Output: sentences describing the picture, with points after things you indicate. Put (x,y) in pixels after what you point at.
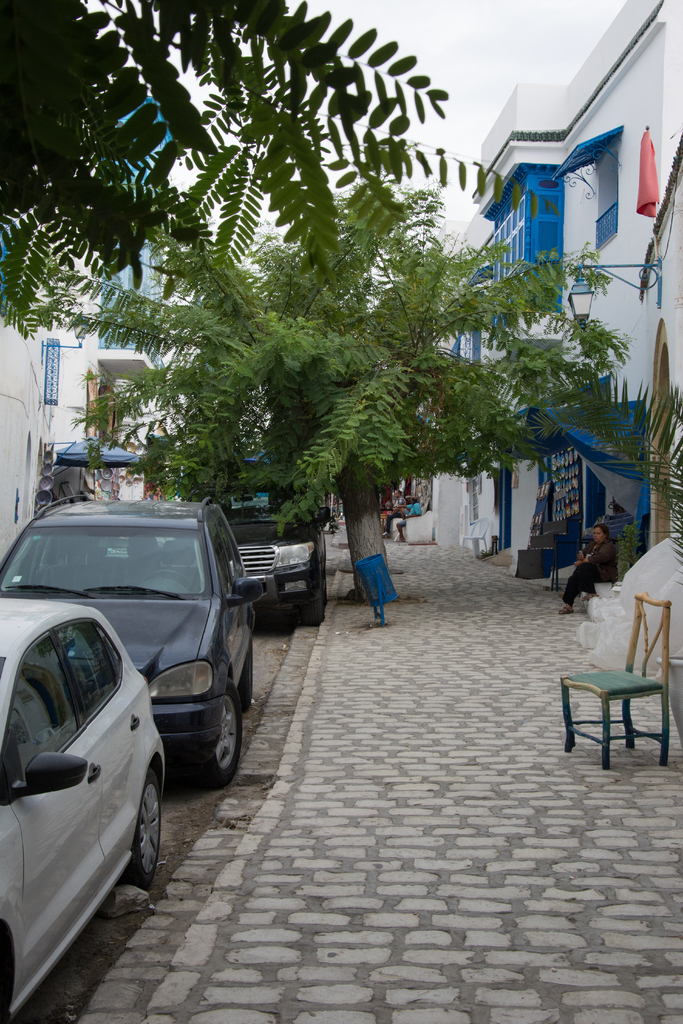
There is a person (580,584) sitting. We can see cars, trees (587,423), chair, buildings (524,480), sky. Afar we can see persons (413,507).
